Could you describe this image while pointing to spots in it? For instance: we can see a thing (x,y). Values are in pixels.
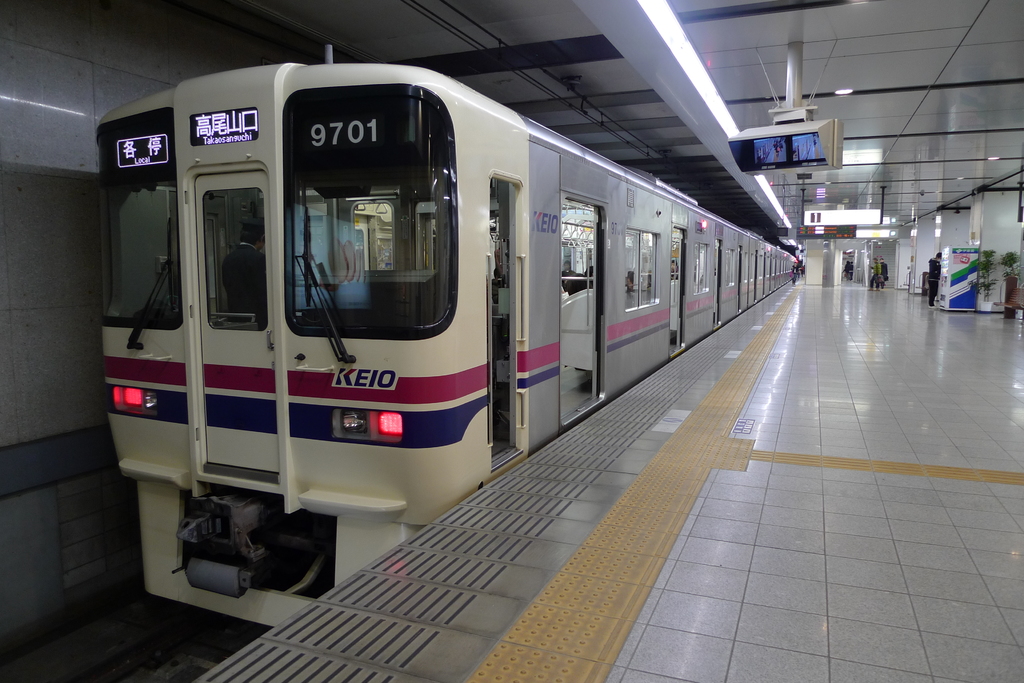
In this image, I can see a train (697,283) on the railway track (236,650). This is a platform (684,480). I think this is a screen (798,145), which is hanging to the ceiling (800,33). There are few people (931,281) standing. These are the plants (987,272) and the pillars (973,239). I can see the name boards (878,234) hanging. I think this picture was taken inside the railway station (661,103).
